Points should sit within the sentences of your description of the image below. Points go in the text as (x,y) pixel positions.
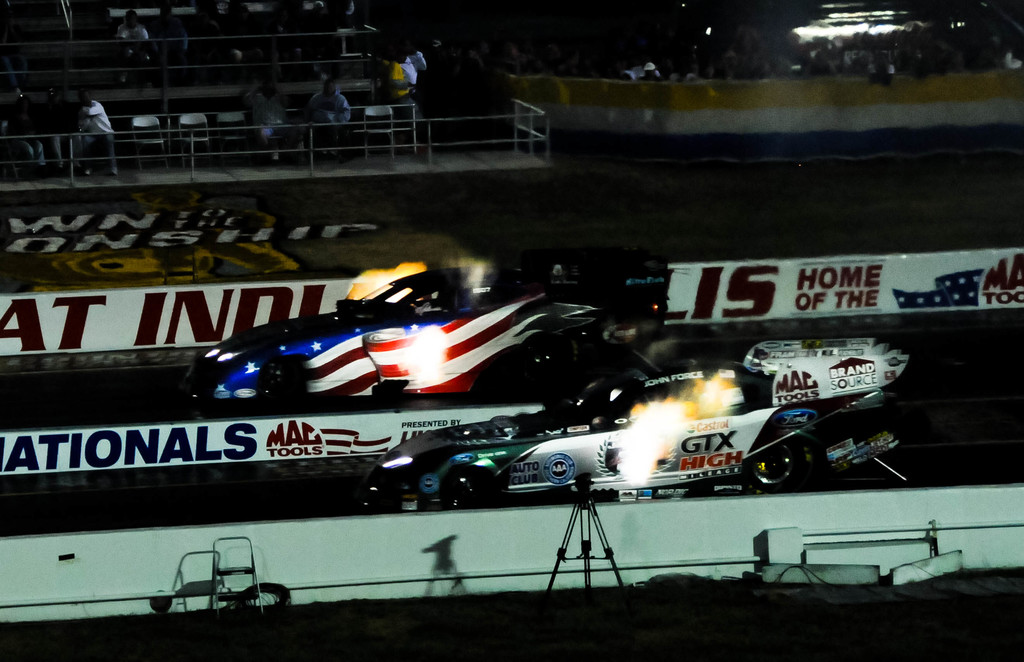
There is a racing competition going on, both the vehicles (547,322) are moving on the road (673,338) and there is a white fencing (349,522) on the either side of the racing path (298,508), in the background (112,151) there is a crowd (842,50) watching the race.
